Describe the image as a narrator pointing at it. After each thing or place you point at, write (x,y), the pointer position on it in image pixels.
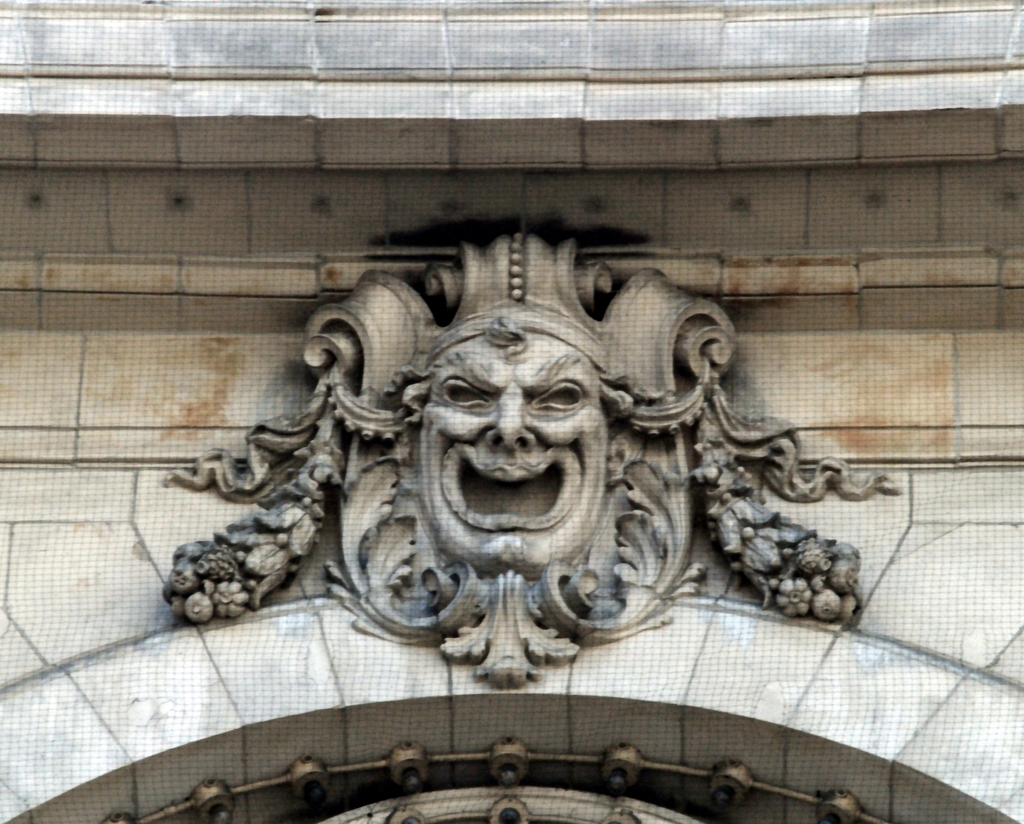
In this picture we can observe carving (434,368) on the wall (98,401). This is in grey color.
